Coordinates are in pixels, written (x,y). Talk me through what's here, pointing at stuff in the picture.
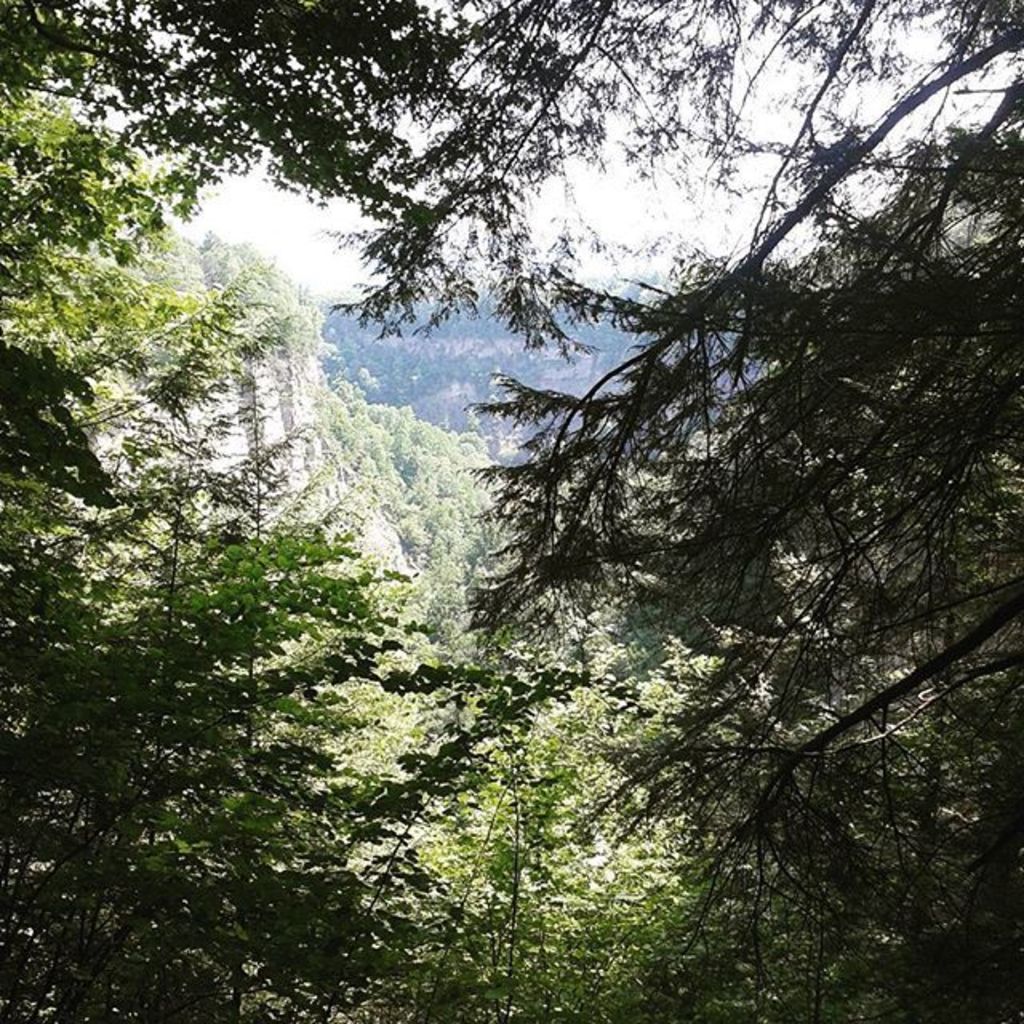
This picture is taken from outside of the city. In this image, on the right side (851,878) and left side (207,863), we can see some trees (424,861) and plants (98,846). In the background (391,421), we can see some rocks (210,412), trees (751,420), plants (719,427). At the top (307,209), we can see a sky (307,209), at the bottom (571,1006), we can see a plant (693,855) and trees (745,921).
